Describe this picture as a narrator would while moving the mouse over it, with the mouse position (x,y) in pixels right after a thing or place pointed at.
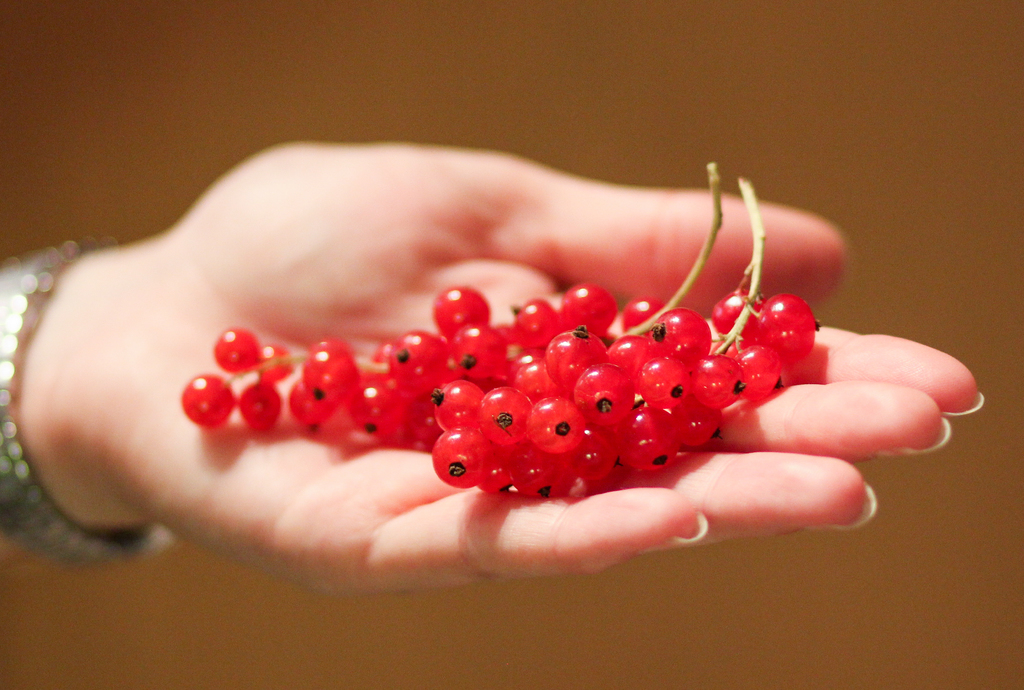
In this picture I can see a person's hand (264,335) in front (225,310) who is holding berries (445,429), which are of red in color.
